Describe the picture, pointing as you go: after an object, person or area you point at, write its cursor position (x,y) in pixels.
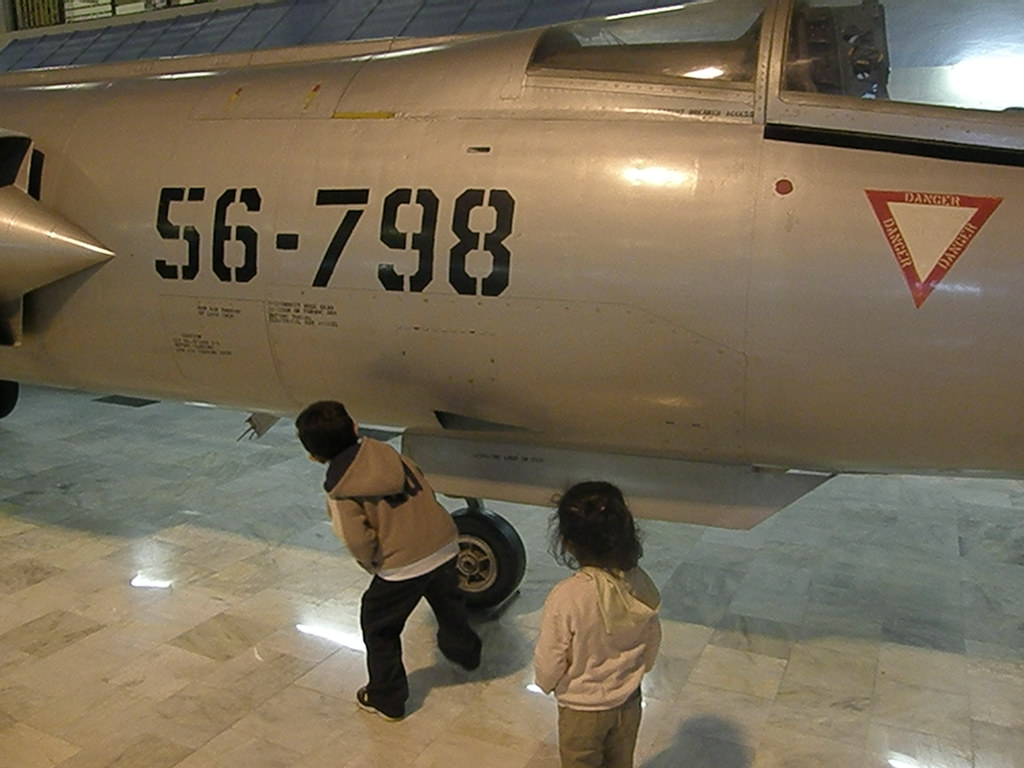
In this picture there is a boy (443,545) who is wearing hoodie t-shirt (398,543), trouser (381,621) and shoe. He is standing near to the jet plane (547,362). At the bottom (616,686) there is a girl (611,745) who is wearing jacket (553,662) and trouser (614,758). In the top left corner (183,30) I can see the window (183,30) and cloth (49,4). In the top right corner (994,52) there is a light (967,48) which is placed on the wall (1014,36).
